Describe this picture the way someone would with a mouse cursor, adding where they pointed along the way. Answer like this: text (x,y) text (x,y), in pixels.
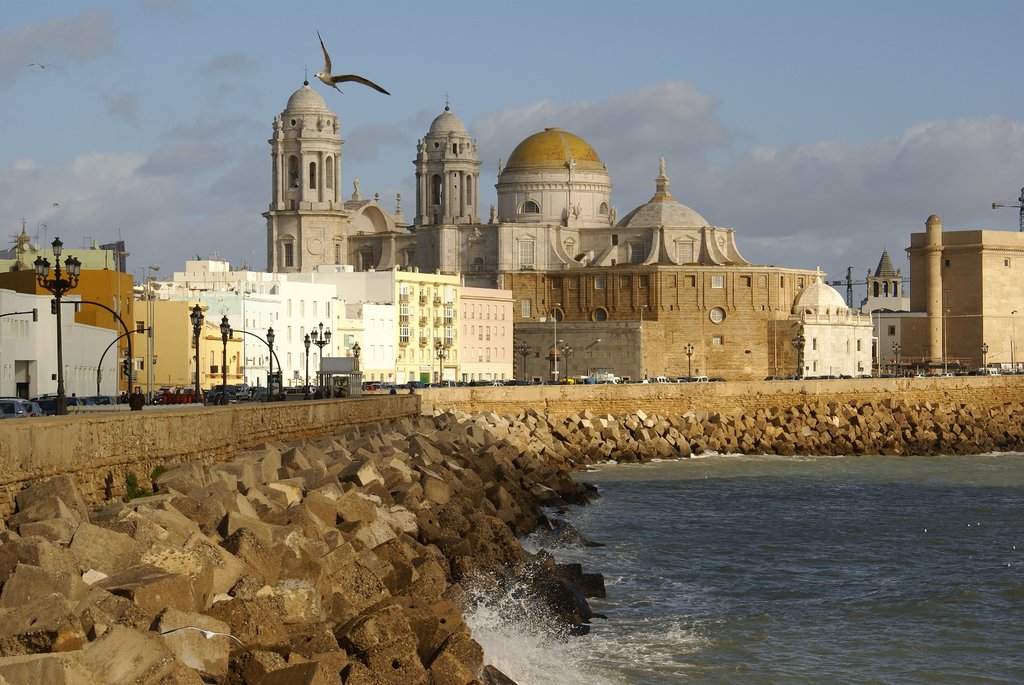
In this image we can see few buildings (126,305), street lights (269,354), a bird (330,82) flying in the sky (176,74), few vehicles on the road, and there are few stones (611,453) and water (788,562) on the right side (768,554).
